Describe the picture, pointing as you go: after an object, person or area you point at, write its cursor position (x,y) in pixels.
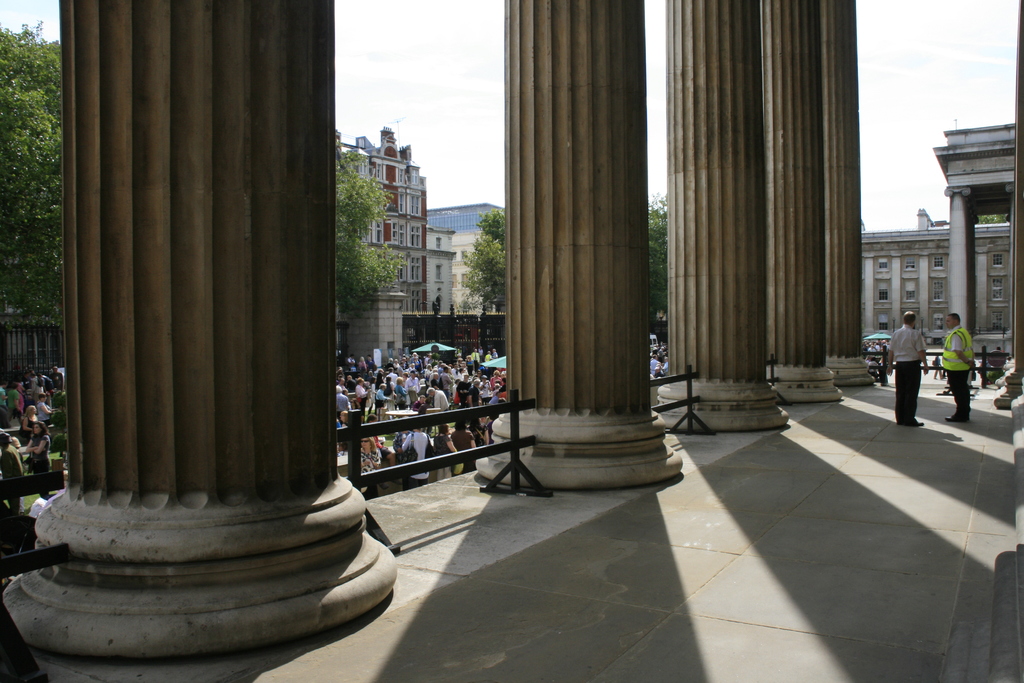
In this image we can see pillars (528,265) with railings (423,418). Also there are many people (396,387). In the back (473,239) there are many buildings (414,241) with windows (434,225) and there are trees (30,231). In the background (411,86) there is sky (383,98).
